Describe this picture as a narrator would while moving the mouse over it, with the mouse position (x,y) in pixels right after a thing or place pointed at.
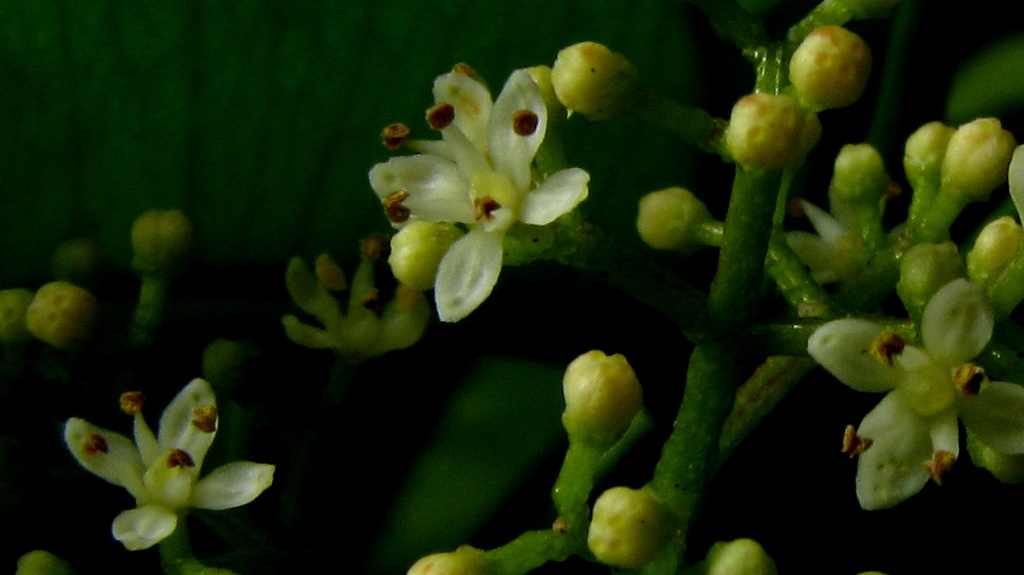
In this image I can see few flowers (519,82) and buds (581,78) to the stems (700,436). The background (325,94) is in black color.
